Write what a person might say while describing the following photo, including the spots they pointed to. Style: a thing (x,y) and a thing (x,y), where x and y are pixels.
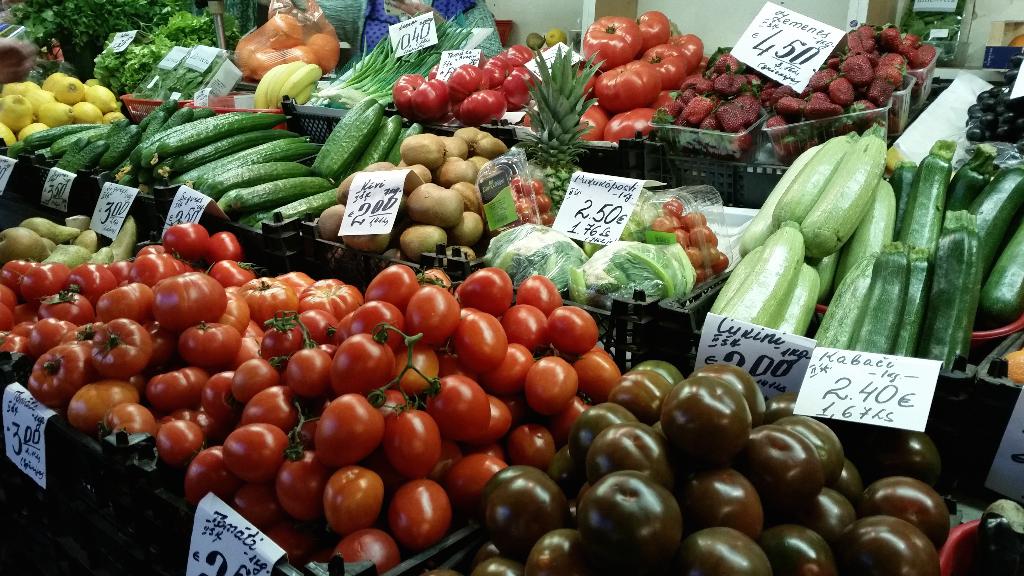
There are tomatoes (338,372), kiwis (435,192), bananas (298,98), fruits (576,123) and other vegetables (151,79) arranged in the baskets (81,429) along with the cards (359,211). In the background (526,13), there is wall (845,3) and other objects (961,13).
